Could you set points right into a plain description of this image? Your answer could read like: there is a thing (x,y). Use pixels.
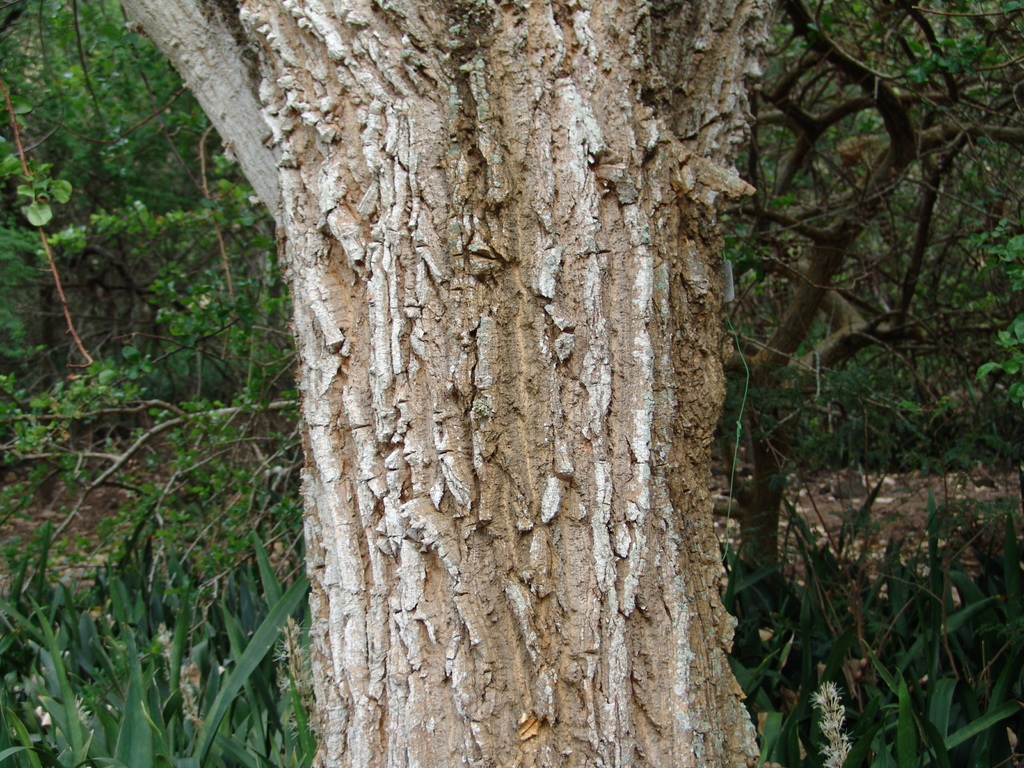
In the picture we can see a branch (652,675) of a tree (647,686) and behind it we can see some grass plants (115,663) and trees (975,253).
